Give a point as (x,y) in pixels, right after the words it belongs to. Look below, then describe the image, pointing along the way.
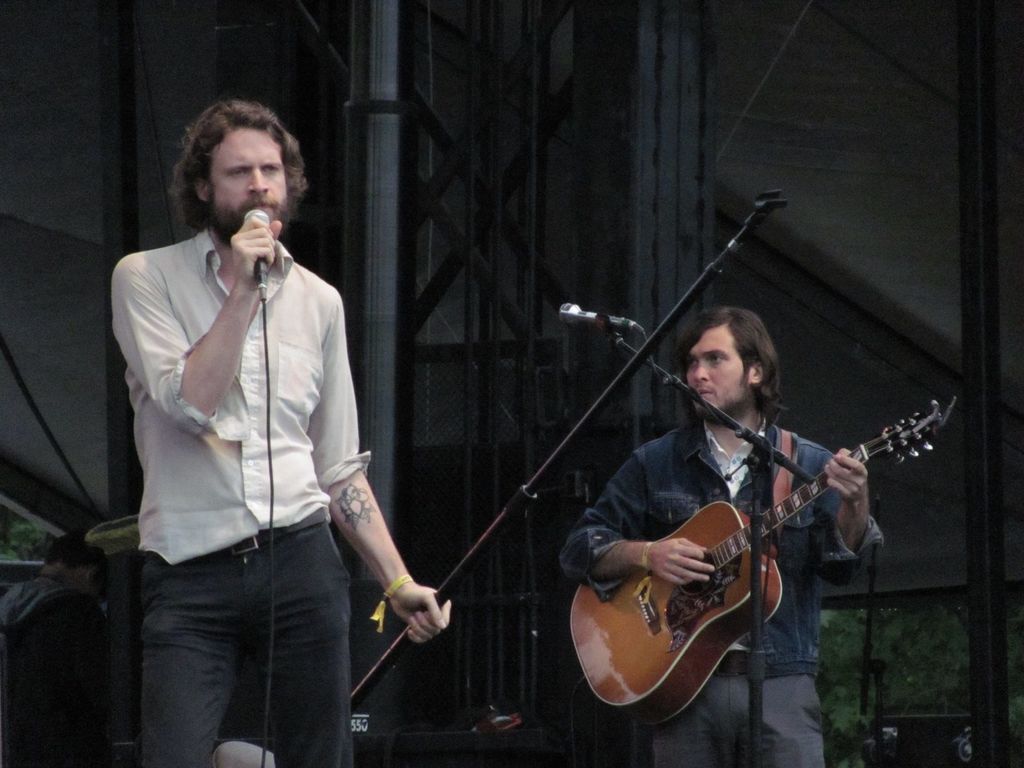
In this picture we can see two men (606,531) on stage (512,682) where one is holding guitar (618,608) in his hand (673,557) and playing it and other holding mic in his hand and singing and in the background (379,231) we can see pillar (396,42), one person (57,573), wall (858,337), tree (934,646), pole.
